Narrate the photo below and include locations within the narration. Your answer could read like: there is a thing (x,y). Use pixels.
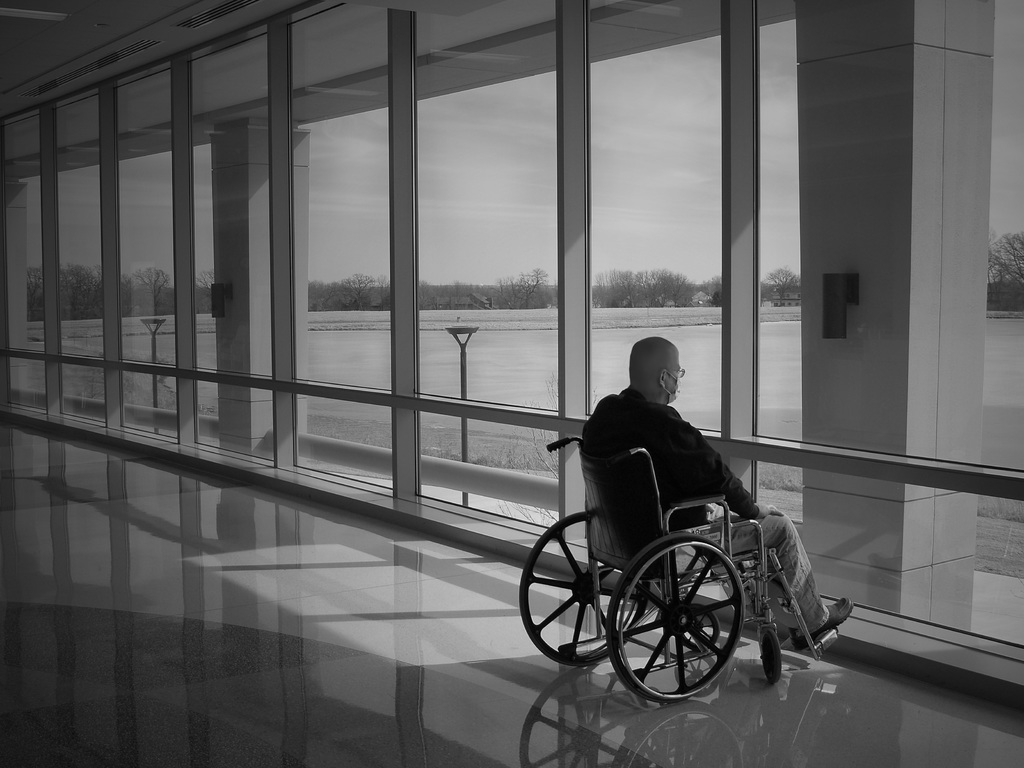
This is a black and white image. In the center of the image (646,438) there is a person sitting on a wheelchair (595,575). In the background of the image (530,309) there is a glass wall (459,296) through which we can see trees (542,290). At the bottom of the image (267,675) there is floor (228,686).
